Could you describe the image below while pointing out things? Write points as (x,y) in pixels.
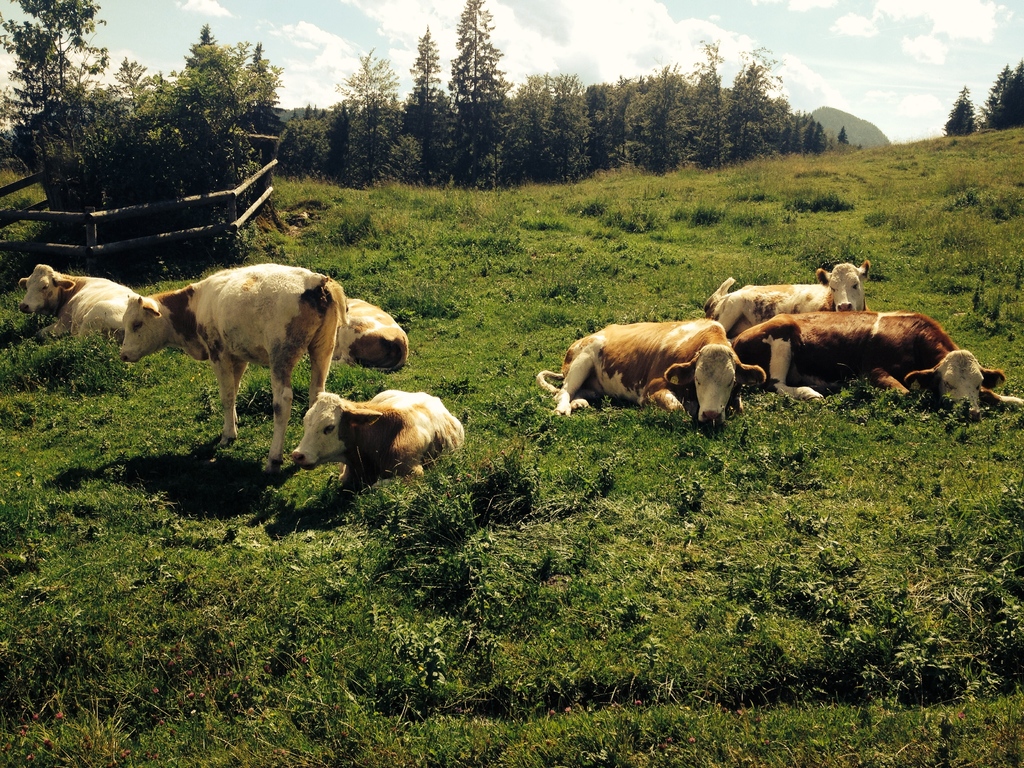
In this image, I can see a herd of cows (902,327) on the grass (562,473). There are trees (639,116) and a wooden fence (212,193). In the background (318,48), I can see the sky (692,23).
